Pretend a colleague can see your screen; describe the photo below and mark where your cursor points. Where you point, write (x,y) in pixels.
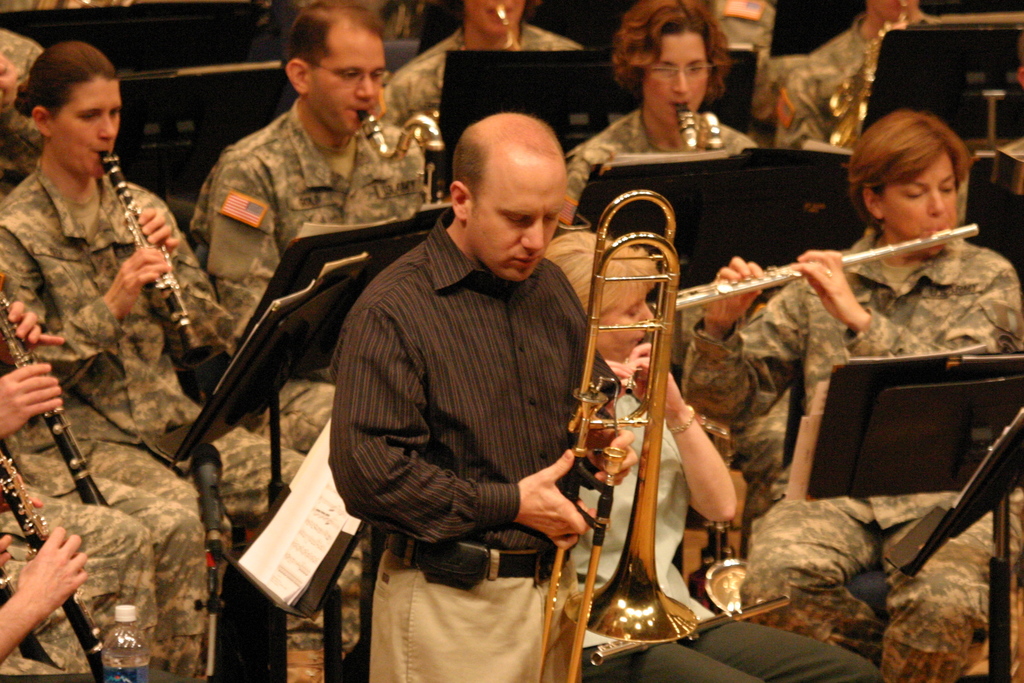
In this image we can see some people (549,520), musical instruments (97,678), bottle (116,637) and other objects (968,100).
